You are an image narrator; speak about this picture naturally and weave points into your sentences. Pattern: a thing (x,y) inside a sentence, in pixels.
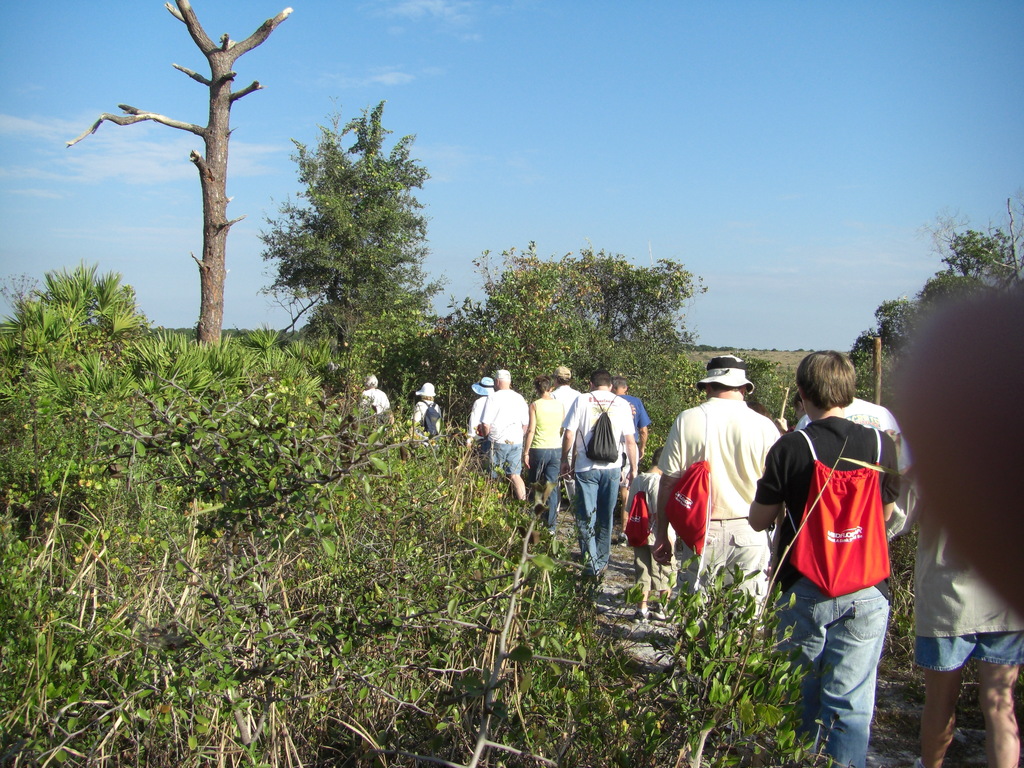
In this picture we can see there is a group of people (614,433) on the walkway (886,733). On the left (301,404) and right side of the people (559,405) there are trees (306,365). At the top of the image (470,123), there is the sky (466,95).
